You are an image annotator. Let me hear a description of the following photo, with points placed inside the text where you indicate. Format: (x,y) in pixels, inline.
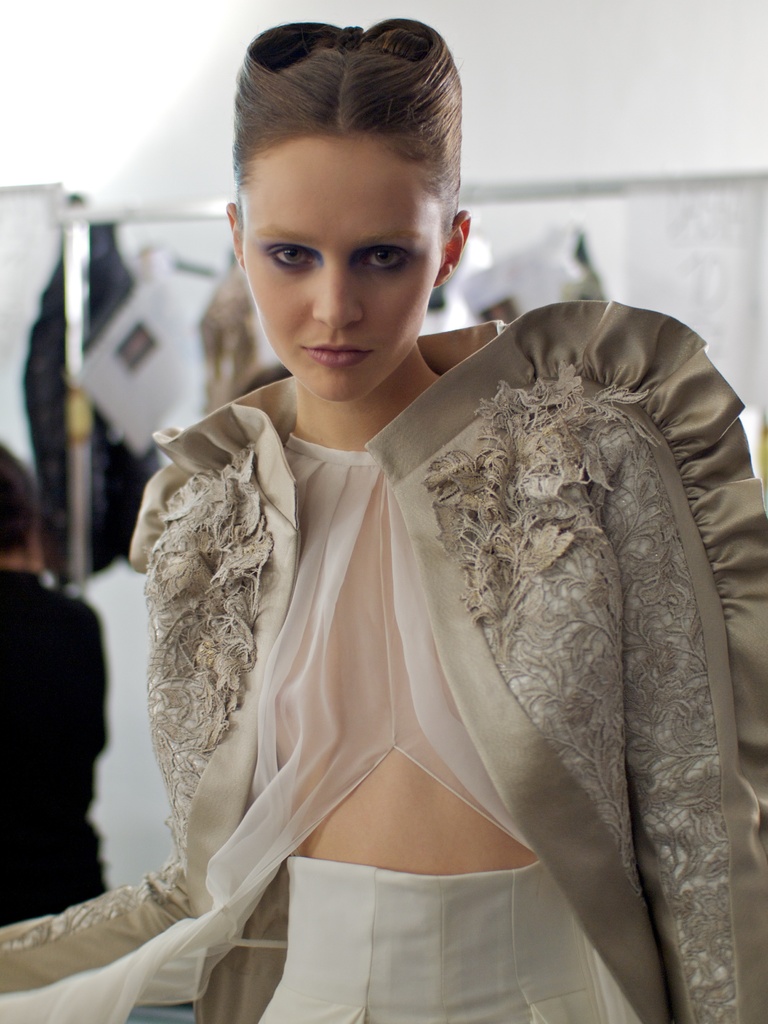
In this picture there is a woman (305,520) standing. In the background of the image (114,317) it is blurry and we can see a person (36,753) and objects (175,329).
